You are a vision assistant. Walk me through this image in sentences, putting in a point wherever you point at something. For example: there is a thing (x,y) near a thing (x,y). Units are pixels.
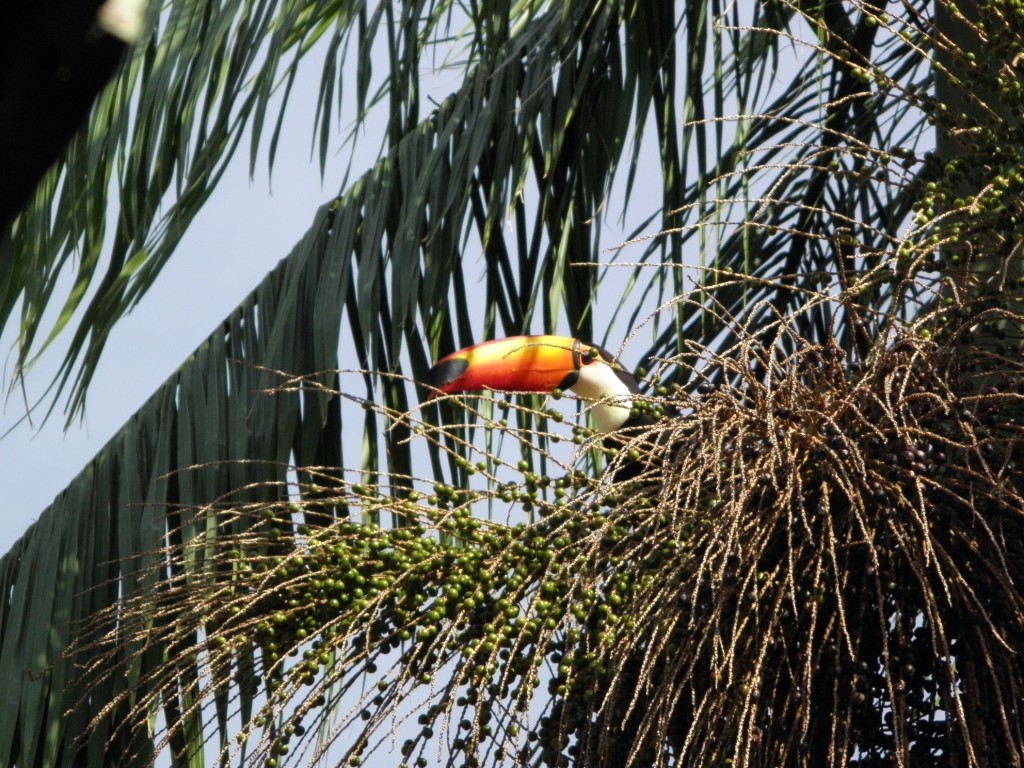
In this image there is a bird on a tree (481,473), in the background (376,123) there is the sky (346,343).
